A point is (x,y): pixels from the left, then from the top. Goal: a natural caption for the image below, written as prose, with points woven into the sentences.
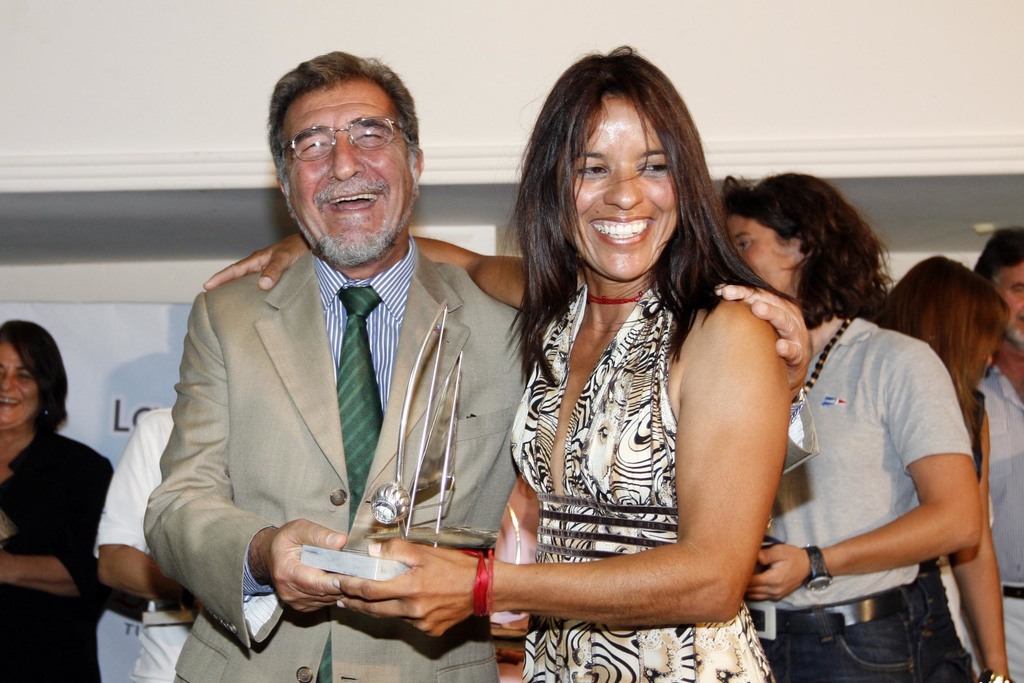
In the center of the image (422,311) we can see man (373,369) and woman (544,415) holding trophy (472,531). In the background (501,527) we can see persons (86,448), advertisement (113,365) and wall (135,51).
